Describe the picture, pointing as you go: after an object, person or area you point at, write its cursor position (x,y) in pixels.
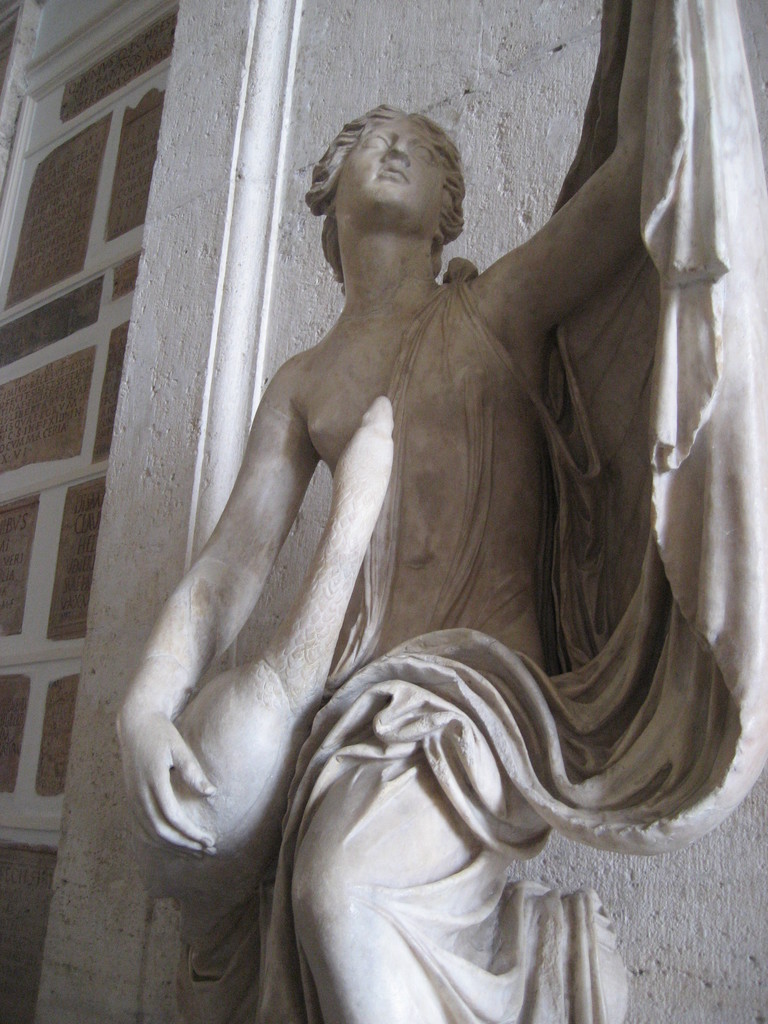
In this image, we can see a sculpture (437,682) in front of the wall (266,307).
